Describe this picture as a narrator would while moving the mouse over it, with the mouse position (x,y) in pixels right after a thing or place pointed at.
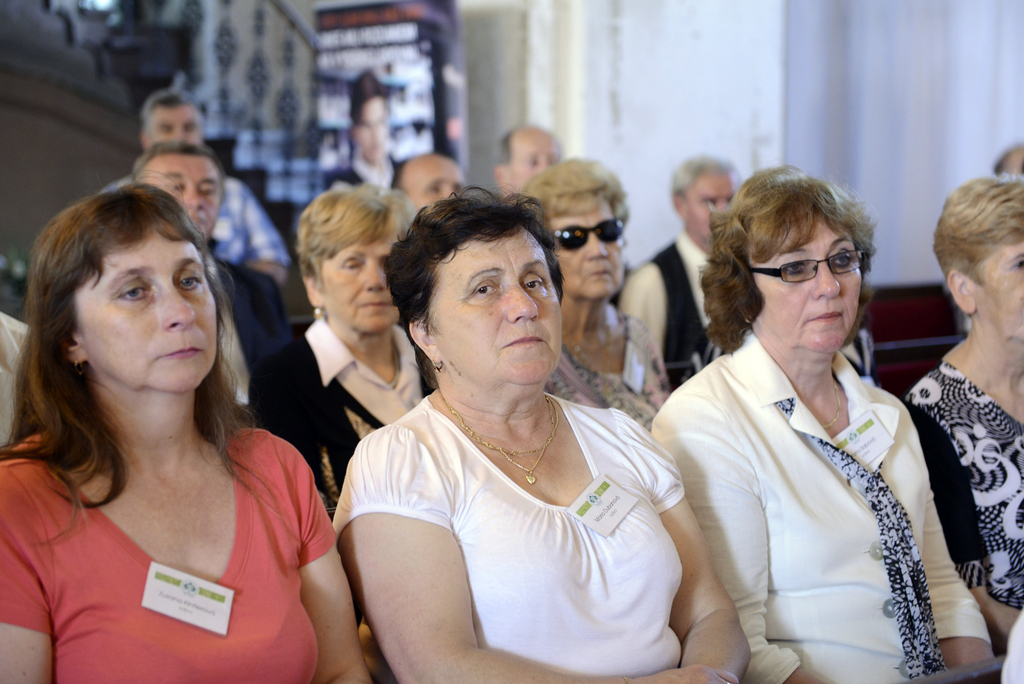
Here in this picture we can see a group of old men and women (508,298) sitting on chairs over there and we can see some of them are having name cards (208,608) on them and some people (803,514) are wearing spectacles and goggles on them over there.
